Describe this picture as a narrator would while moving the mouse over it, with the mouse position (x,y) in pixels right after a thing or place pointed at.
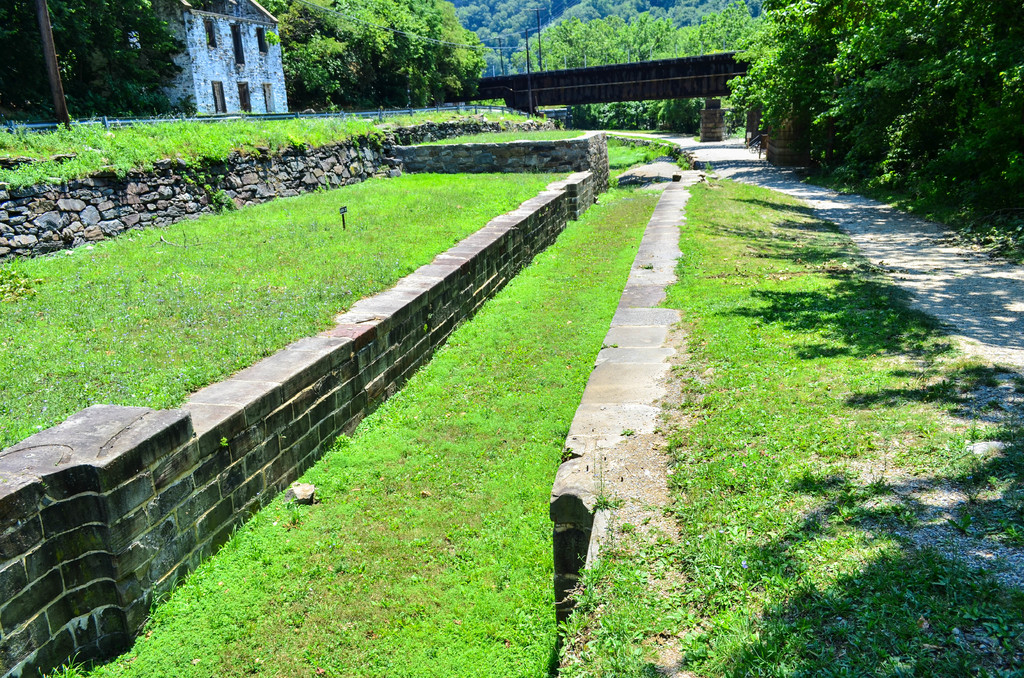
In this image I can see a grass land (145,322) with wall (562,193) in the middle (438,313), beside that there is a road (710,167) also there are trees (982,32) and building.
